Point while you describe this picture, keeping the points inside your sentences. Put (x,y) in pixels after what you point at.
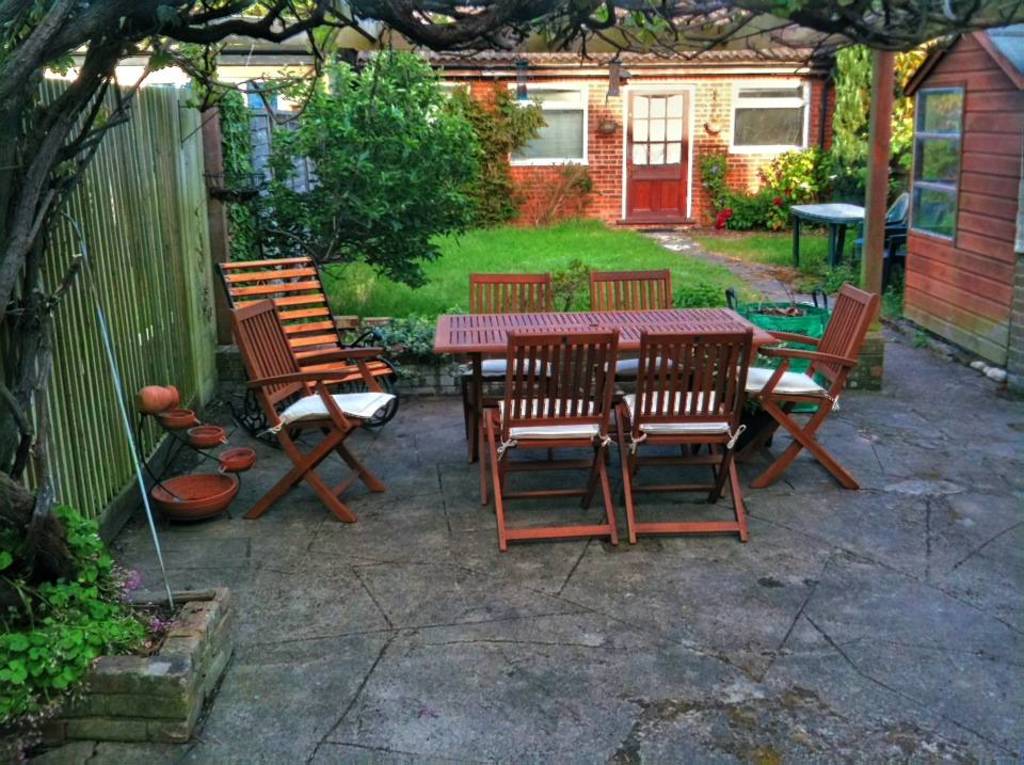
In this image, there are a few houses (776,125), tables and chairs (546,361). We can see the ground (671,723) with some objects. We can also see some grass (516,252), plants (566,200) and trees (340,213). We can also see the wall (190,234) on the left (130,301).
